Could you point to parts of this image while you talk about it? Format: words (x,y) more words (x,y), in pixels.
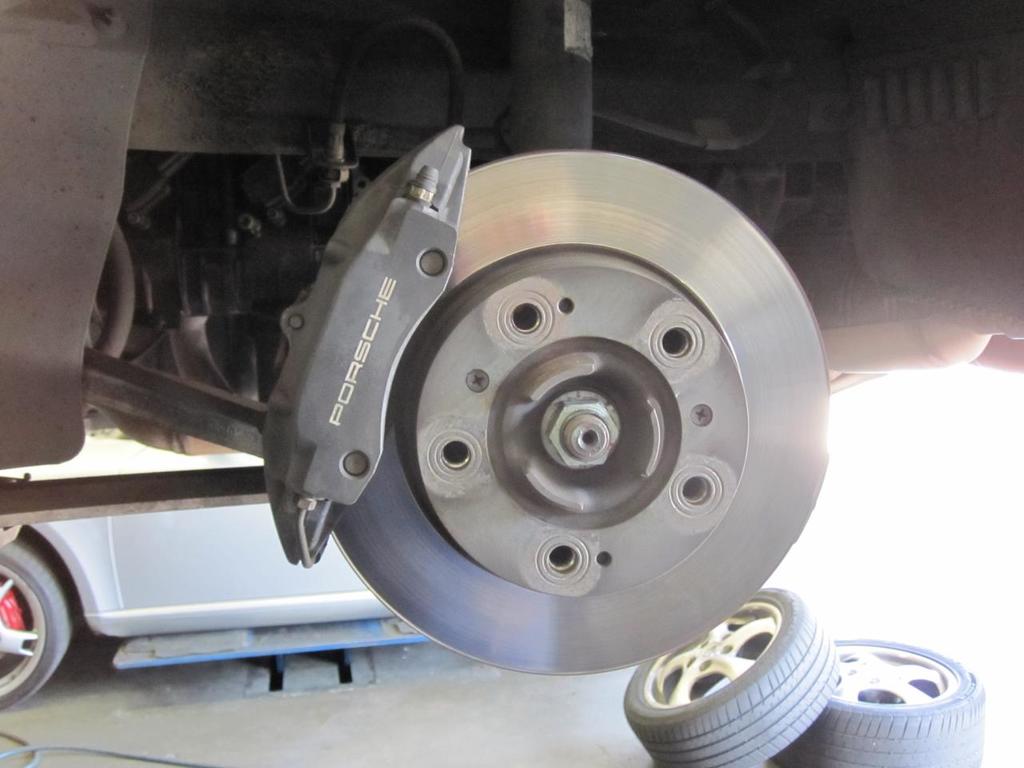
In this image I can see it is the disc brake (775,382), at the bottom (775,602) there are tyres (803,663), on the left side (257,590) it looks like a vehicle (135,587).
